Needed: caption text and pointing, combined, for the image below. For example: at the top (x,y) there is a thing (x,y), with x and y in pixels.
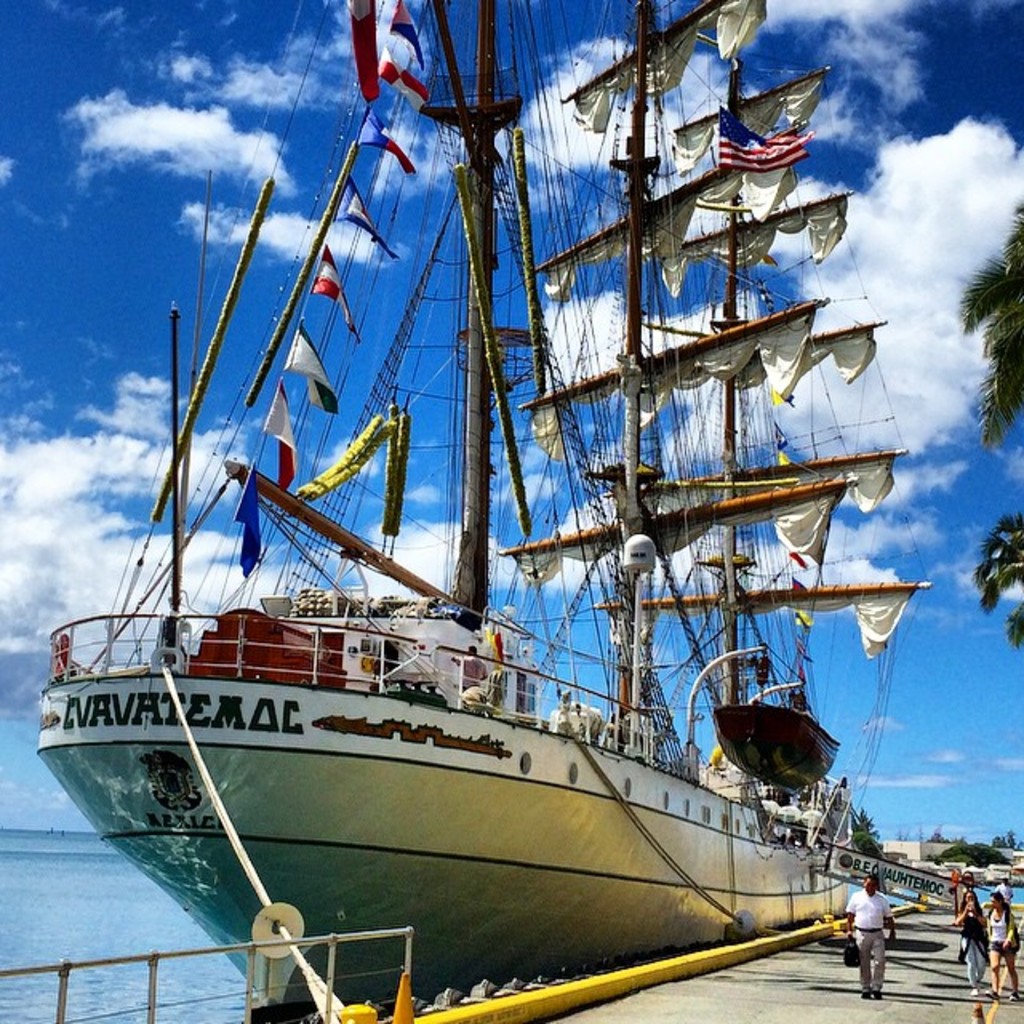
In the center of the image (598,479) we can see a ship (547,865) on the water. At the bottom (409,955) there is a railing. On the right (874,947) we can see people (960,899). In the background (946,695) there are trees (1016,389) and sky (901,198).
